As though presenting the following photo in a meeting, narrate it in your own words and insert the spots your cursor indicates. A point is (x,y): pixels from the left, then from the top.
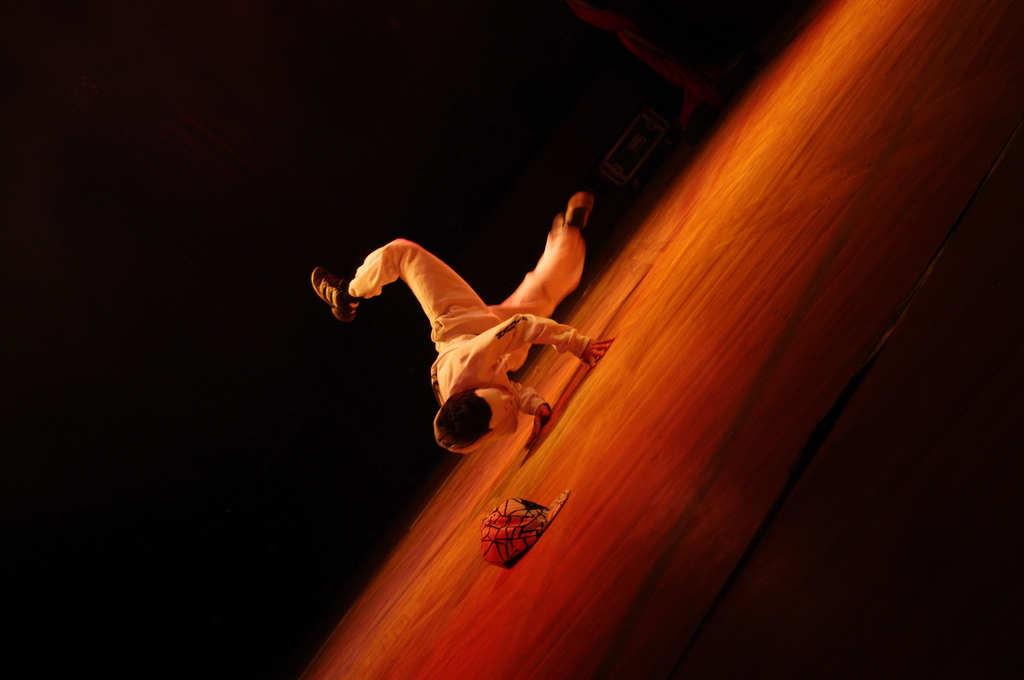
In this image I can see a person (488,384) and a cap (508,529) on the floor (698,402). I can also see the background (419,72) is black in color.
